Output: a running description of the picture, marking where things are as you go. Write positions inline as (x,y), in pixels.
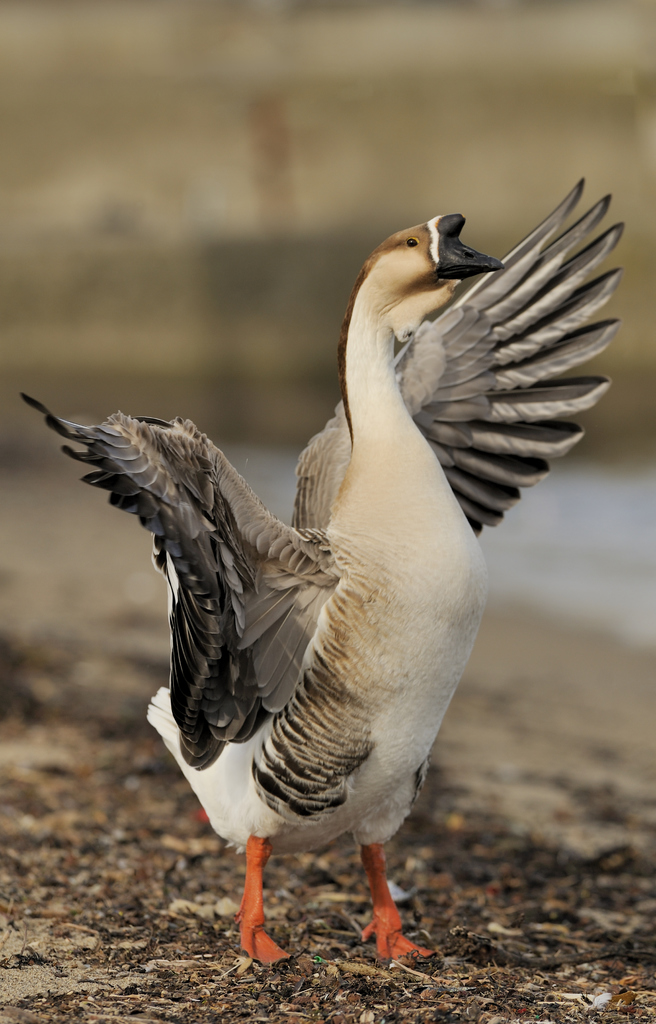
In this picture there is a white and brown color duck (385,648) standing on the ground (197,886). Behind there is a blur background.
